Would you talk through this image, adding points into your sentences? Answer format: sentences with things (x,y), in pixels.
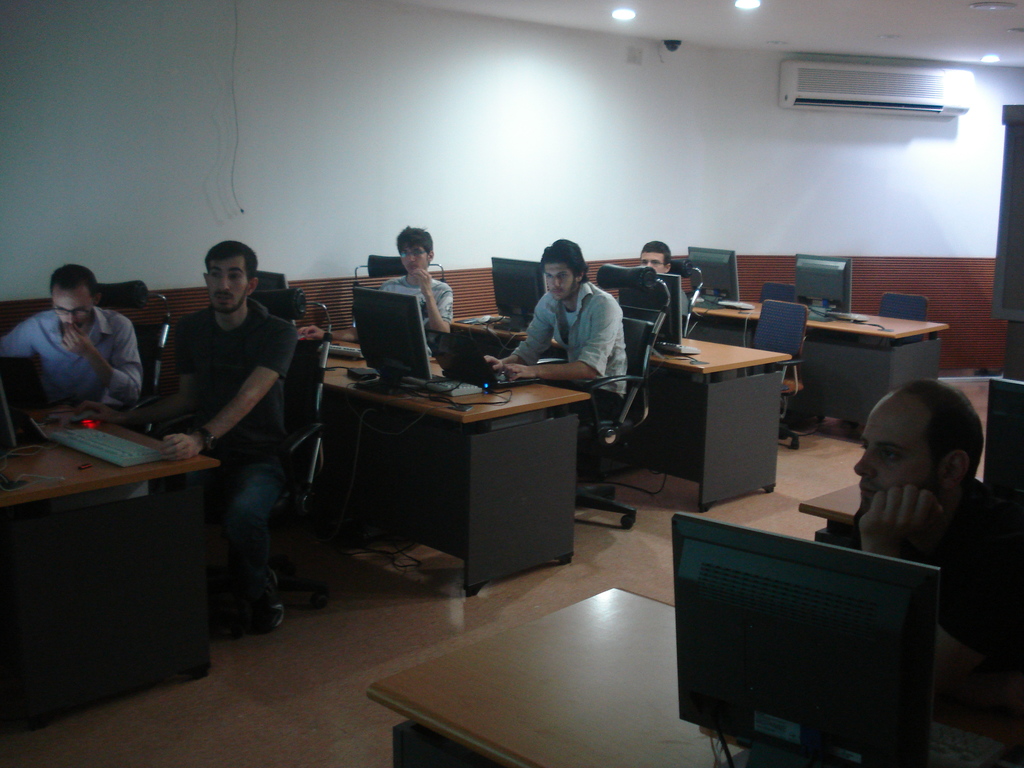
There is a room (557,214) which includes ceiling light (626,13), camera (674,48), Air Conditioner (852,87) and a hanging wire (237,28) and many number of tables (543,451) and chairs (645,344) and there are group of people (578,322), all of them are sitting on chairs (308,449). On the left side (232,317) there is a person (228,341) sitting on chair (306,364) and working on computer (52,433) and behind to this person (263,335) the another person (599,346) is sitting on chair (633,368) and working on Laptop (468,359) and on the right side (932,490) there is a person (953,607) sitting and gazing at something.
